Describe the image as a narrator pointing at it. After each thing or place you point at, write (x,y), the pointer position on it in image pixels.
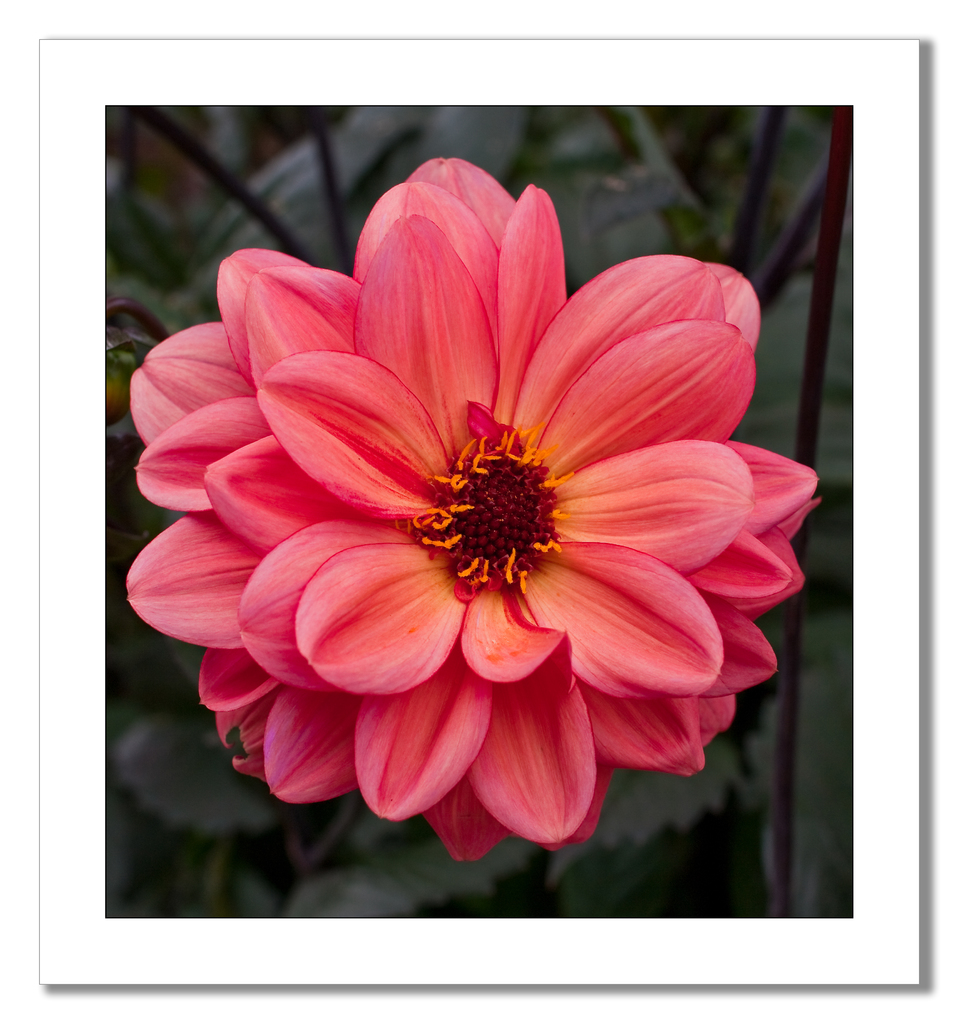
In this image I can see a flower (463,428). In the background (323,179), I can see the leaves (528,854).
